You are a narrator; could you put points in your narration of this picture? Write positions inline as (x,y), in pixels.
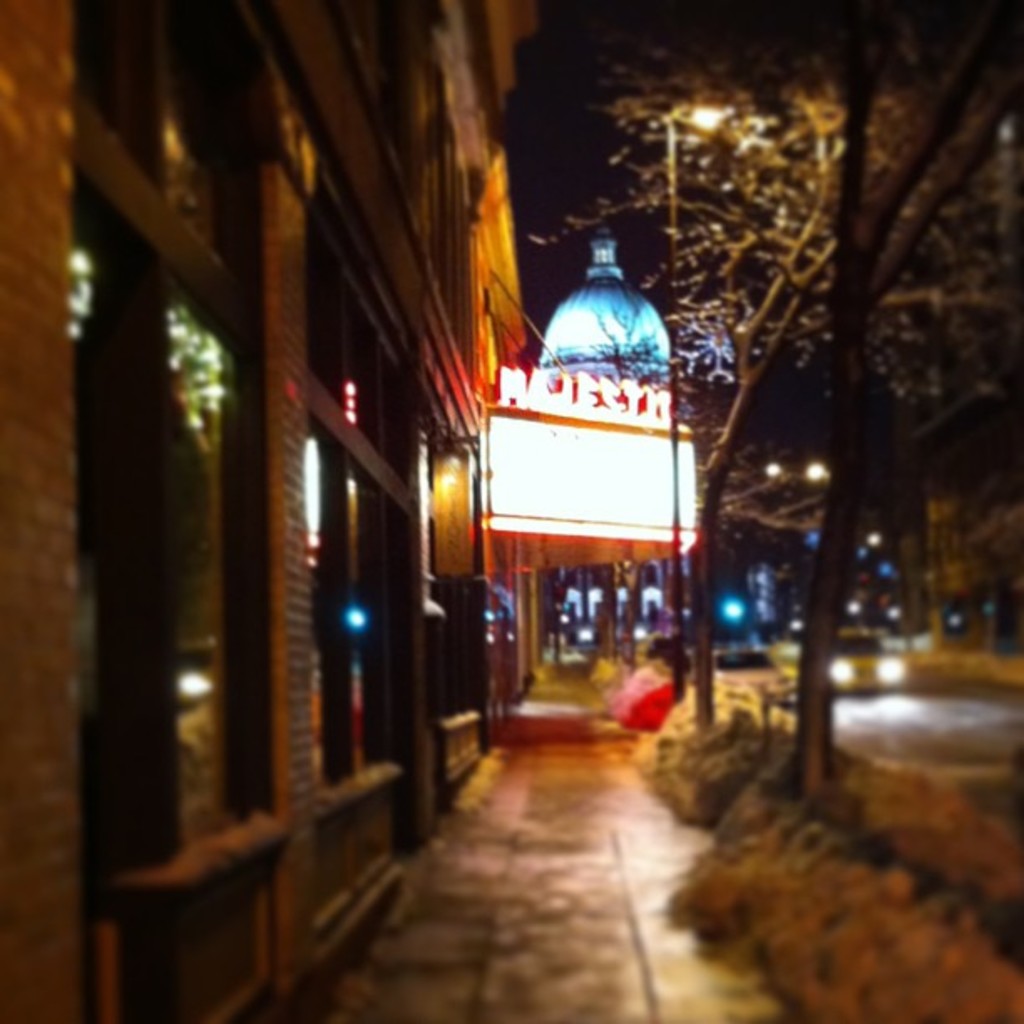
In this image, there are buildings (283,613), trees (840,493) and lights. On the right side of the image (951,695), I can see the vehicles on the road (941,714). At the bottom of the image (727,1016), I can see the plants (809,810) and a pathway (584,761). The background (566,122) is dark.
